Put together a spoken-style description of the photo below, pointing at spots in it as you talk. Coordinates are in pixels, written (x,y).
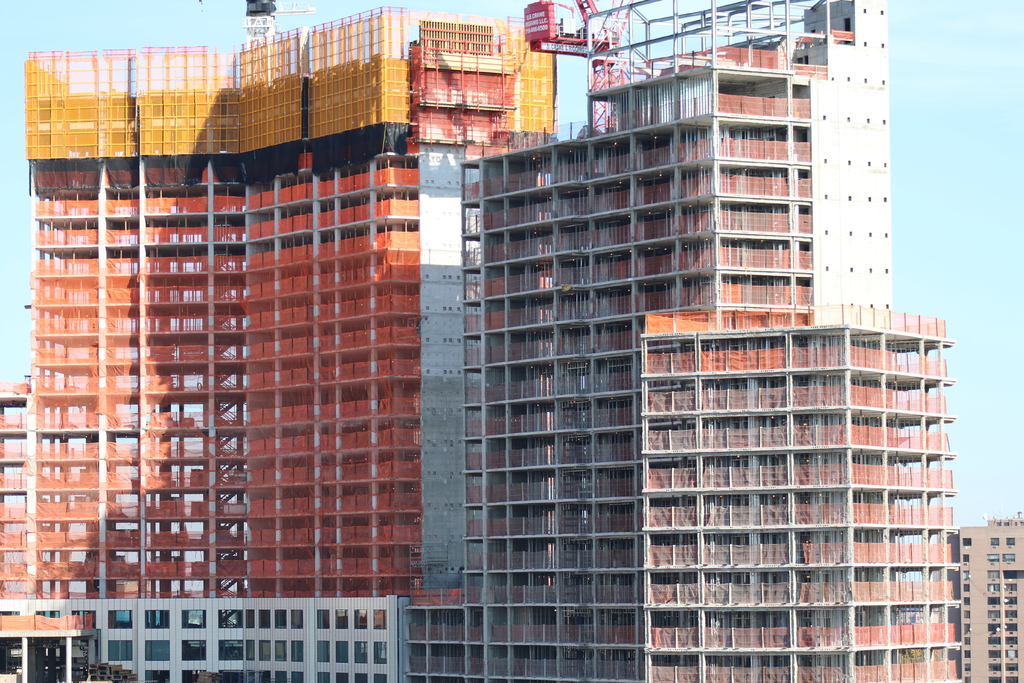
Here we can see buildings (629,396). In the background (1002,173) there is sky (987,333).
